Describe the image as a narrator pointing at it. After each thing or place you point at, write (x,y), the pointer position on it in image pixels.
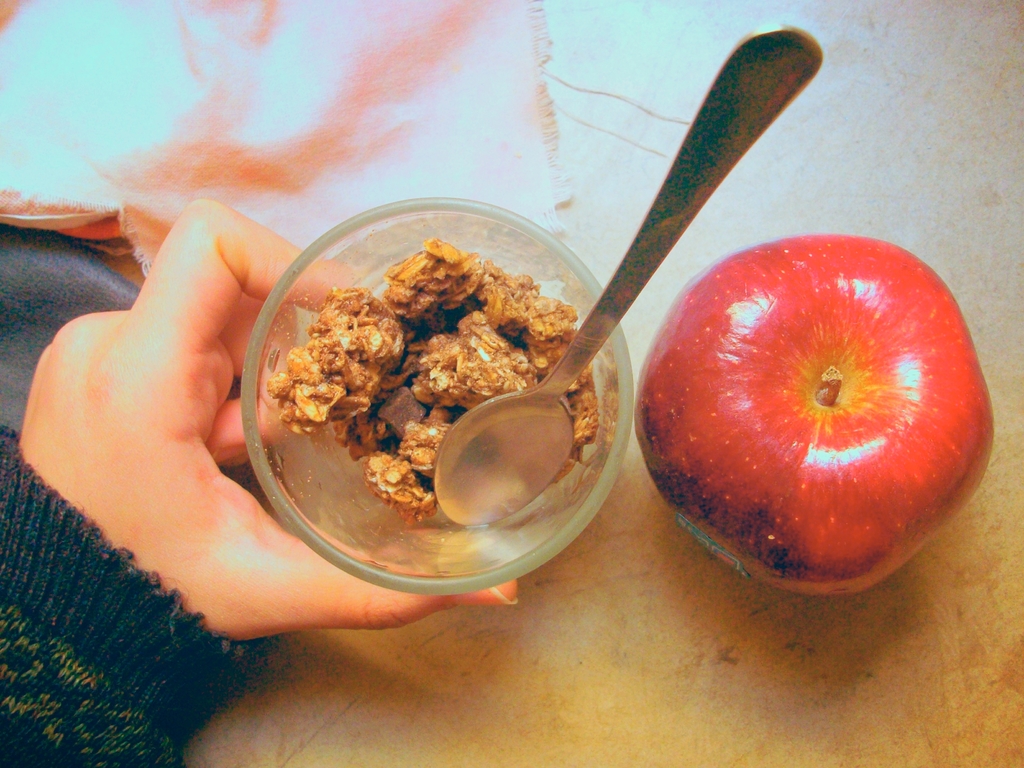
In this image I see an apple (820,299) over here and I see a person's hand (218,389) who is holding a bowl (306,468) and in the bowl (323,377) I see food (409,349) which is of brown in color and I see the spoon (483,402) over here.
